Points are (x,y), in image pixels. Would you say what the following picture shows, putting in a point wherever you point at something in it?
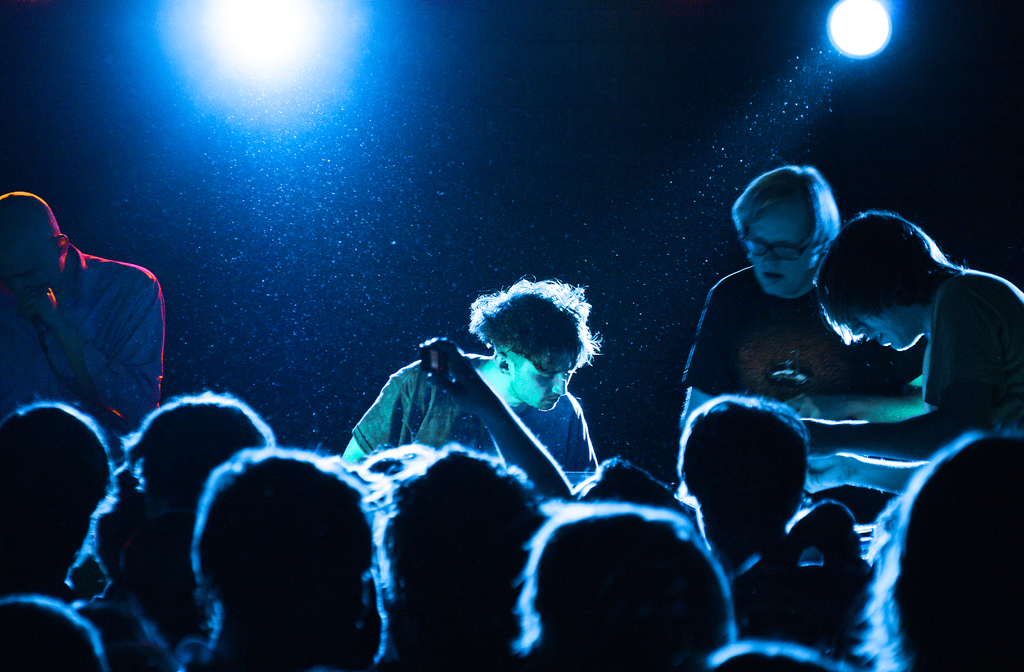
This image consists of many people (426,388). It looks like a concert. In the background (225,56), there are lights (271,57). It looks like it is clicked in a room (198,376).
